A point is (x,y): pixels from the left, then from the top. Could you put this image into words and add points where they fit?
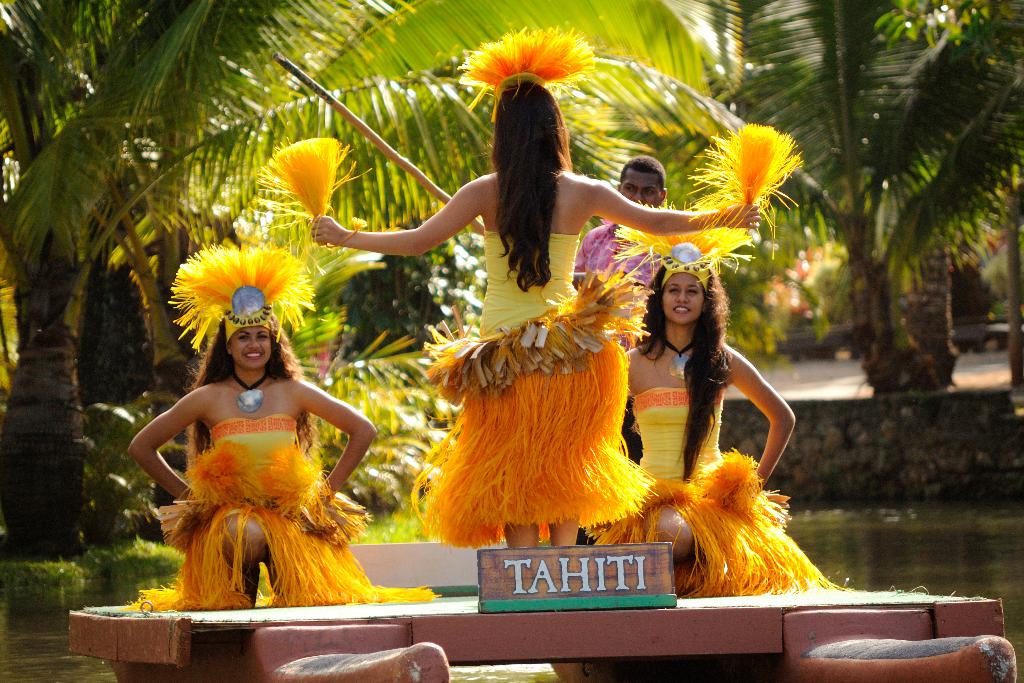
In the center of the image (629,284) there are people (538,447) on the boat (880,625). In the background of the image (417,162) there are trees (428,144). At the bottom of the image (56,670) there is water (70,673).
